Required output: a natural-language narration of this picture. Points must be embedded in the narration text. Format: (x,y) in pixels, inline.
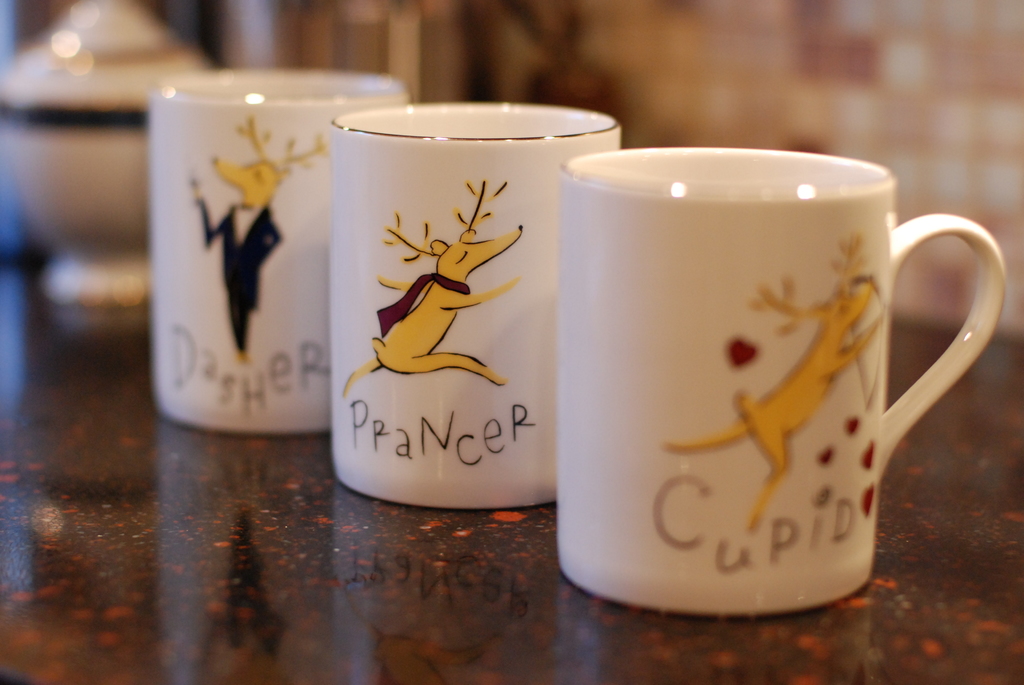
In this image we can see mugs (372,301) on the surface (621,664). In the background of the image (681,101) there is wall (655,26).
